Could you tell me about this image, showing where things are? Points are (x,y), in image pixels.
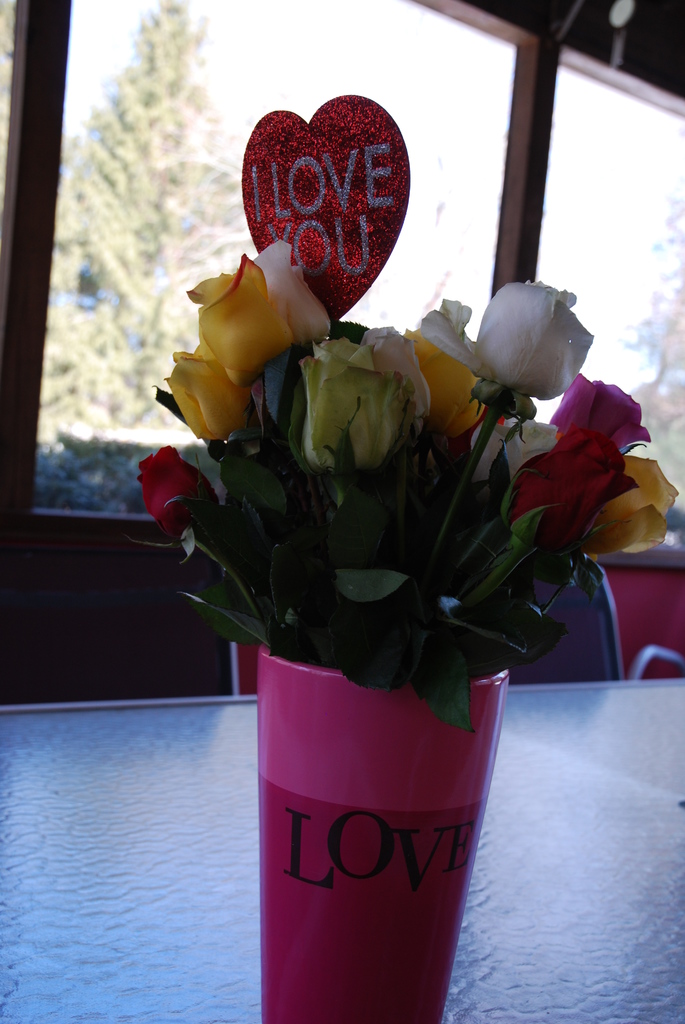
In this picture we can see a flower vase (319,1023) on a table (524,723), chairs (644,663), window (628,161) and from window (532,118) we can see trees (136,131).
